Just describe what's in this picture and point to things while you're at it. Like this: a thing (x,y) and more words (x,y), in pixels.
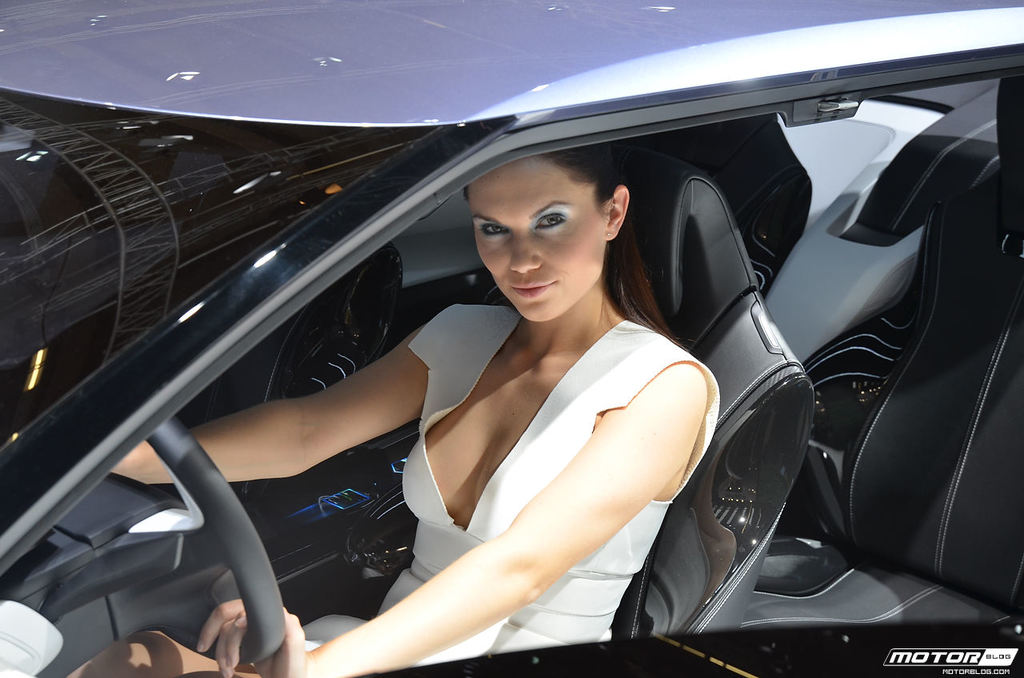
In the image we can see there is a car (791,126) in which a woman (498,511) is sitting and holding a steering wheel (173,424).
